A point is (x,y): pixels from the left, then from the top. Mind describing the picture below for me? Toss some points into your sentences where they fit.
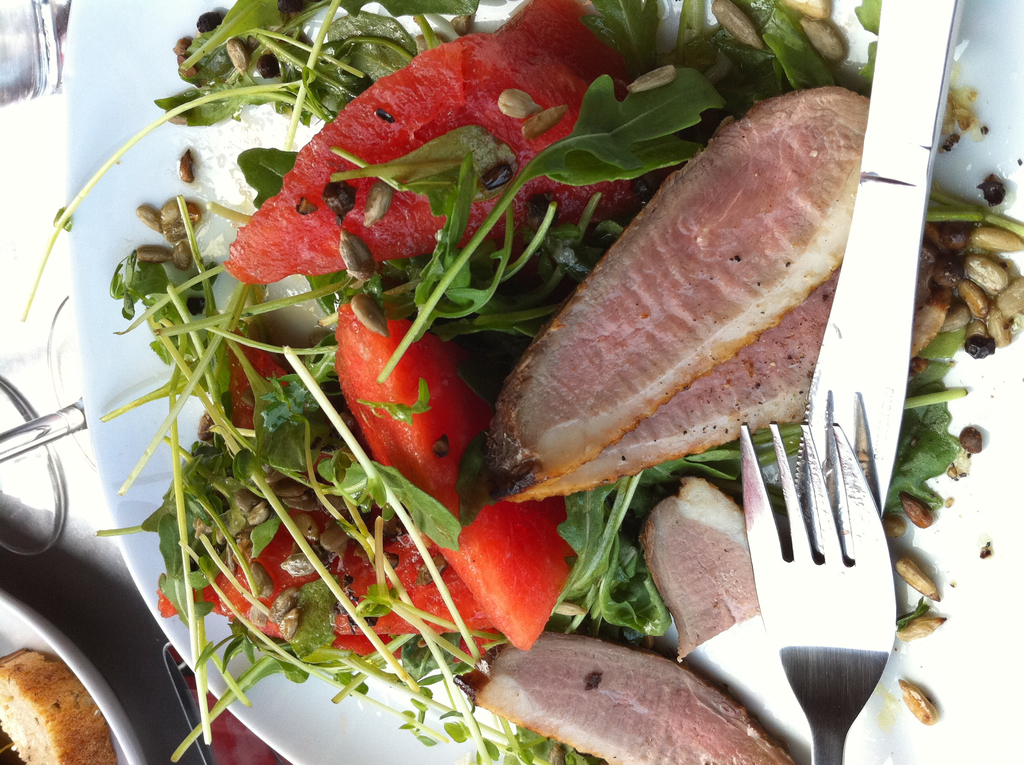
In this image there are food items (699,366), fork (832,692), knife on the plates (974,65). Beside the plates (141,224) there are glasses (48,520) on the table (20,157).
